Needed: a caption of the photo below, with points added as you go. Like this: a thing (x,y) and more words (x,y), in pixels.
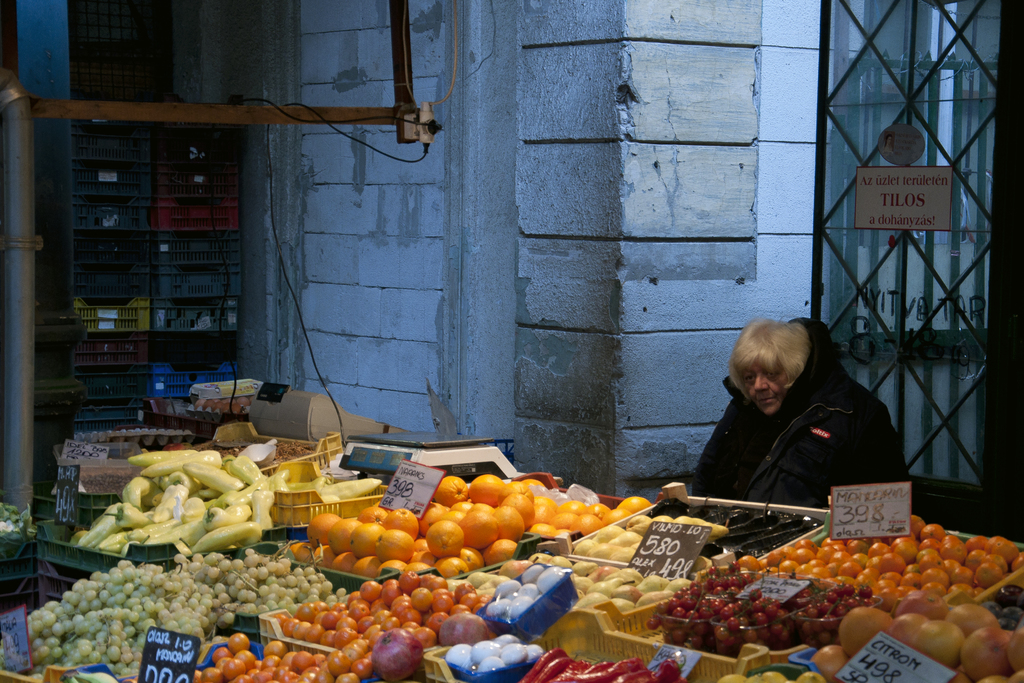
In this picture I can see a building (381,141) and I can see fruits (343,612) and few vegetables (168,513) in the baskets (520,552) and I can see boards (415,491) with some text (675,574) and I can see a weighing machine (409,438) and a billing machine (271,398) on the side and I can see a human (787,456) seated and few baskets (121,233) on the left side (137,296) and I can see a metal grill (976,262) with a board (857,213) and I can see text (891,204) on it.
